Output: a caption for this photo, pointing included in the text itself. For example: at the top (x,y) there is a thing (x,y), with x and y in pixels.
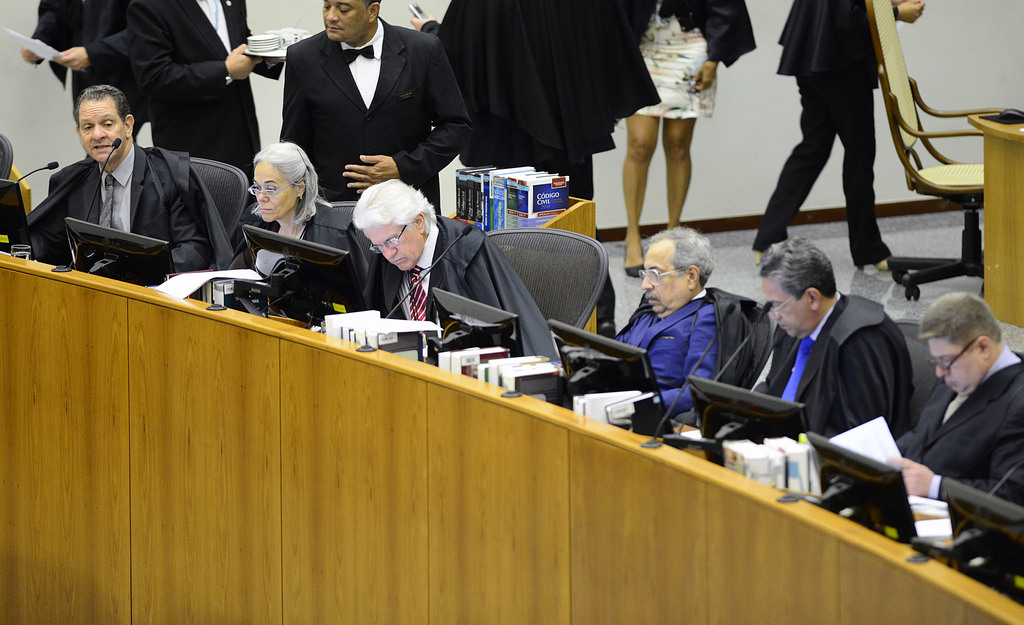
In this image there is a desk (882,540), on that desk (942,572) there are computers (12,210) and mics (643,443), behind the desk (622,435) there are people (995,455) sitting on chairs (768,356), in the background (236,125) there are people (547,76) standing and there is a chair (896,149) and a wall (958,4).
